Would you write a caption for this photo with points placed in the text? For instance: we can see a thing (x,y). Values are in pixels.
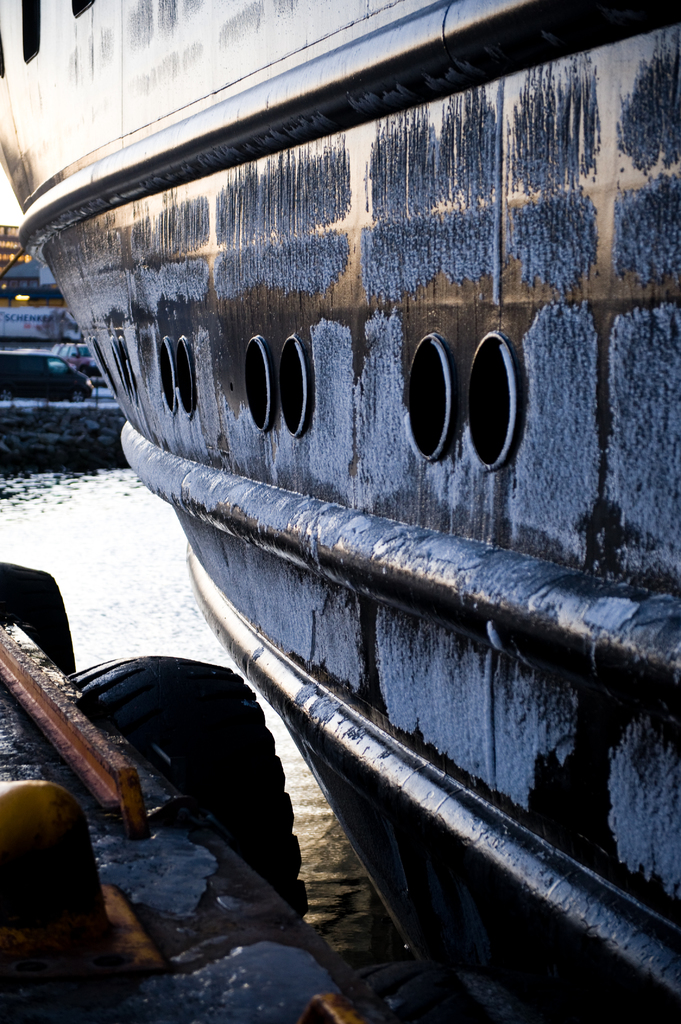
In this image, at the right side (636,536) there is a ship (467,179), at the background (63,393) there is a car (47,393) on the road (12,403).
